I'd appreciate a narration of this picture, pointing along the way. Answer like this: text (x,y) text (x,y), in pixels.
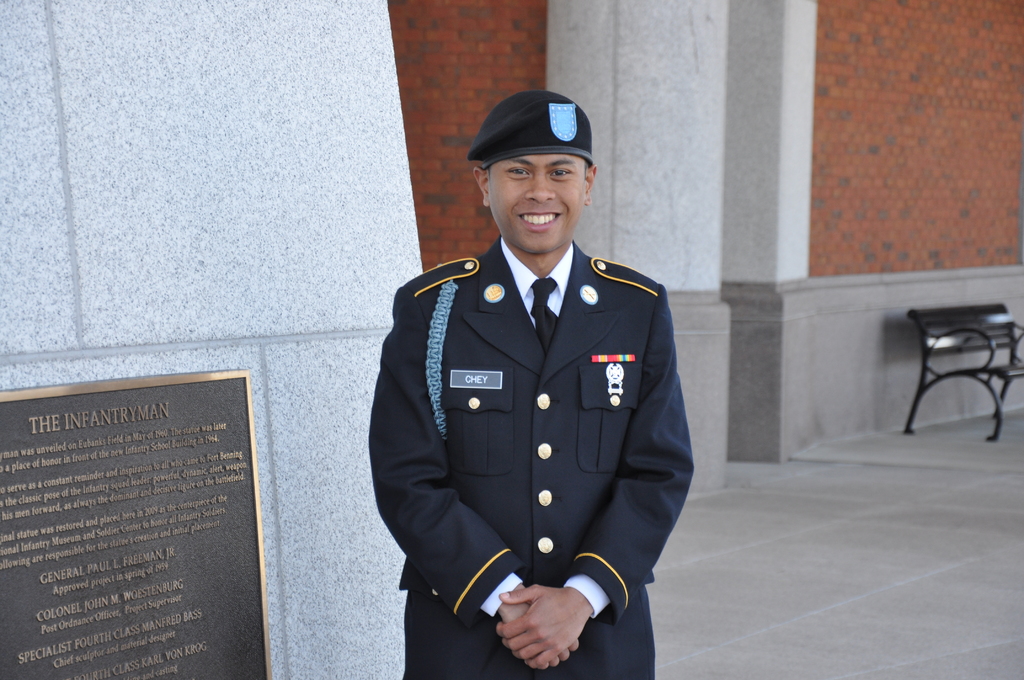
Here I can see a man (490,562) wearing a uniform (445,449), standing, smiling and giving pose for the picture. On the left side (115,472), I can see a memorial (157,509) to the wall (267,467). On the right side (947,341), I can see a bench (992,344) on the floor (937,431). At the back of it I can see a wall (949,166).
